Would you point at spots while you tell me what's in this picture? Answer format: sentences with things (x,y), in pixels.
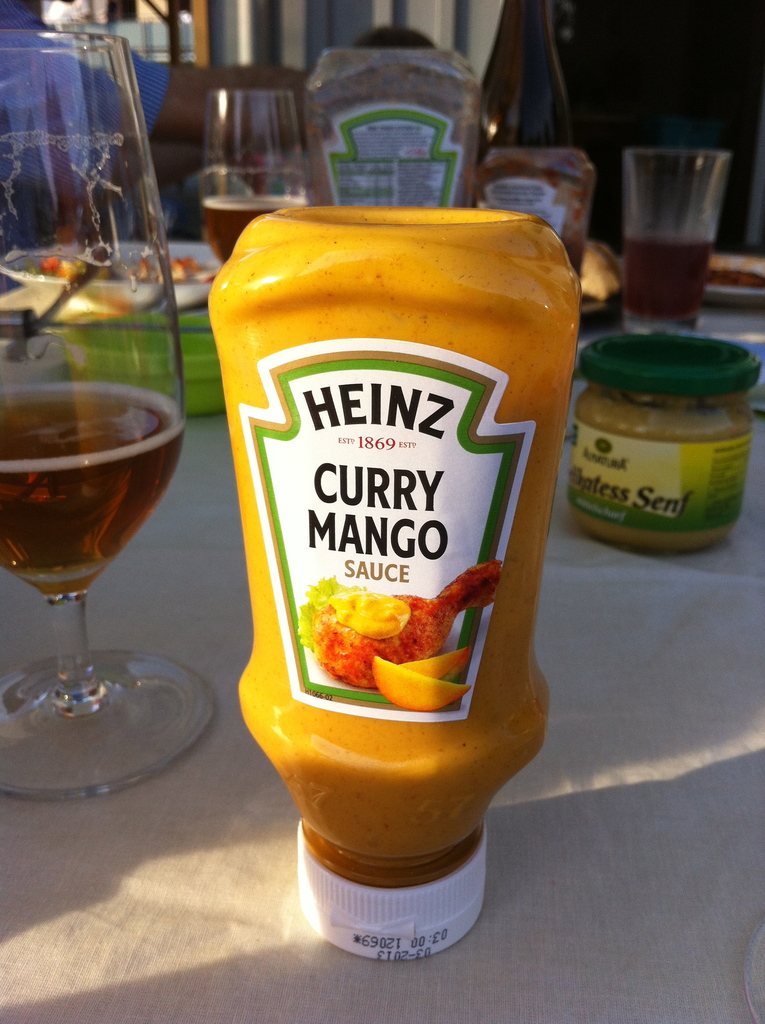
In this image we can see yellow color bottle (447,671) with label (447,671) on it. In the background (269,180) we can see glasses (222,187) with drink (72,407) in it, jars (597,398) and plate (190,287) with food (144,280) placed on the table (279,846).
